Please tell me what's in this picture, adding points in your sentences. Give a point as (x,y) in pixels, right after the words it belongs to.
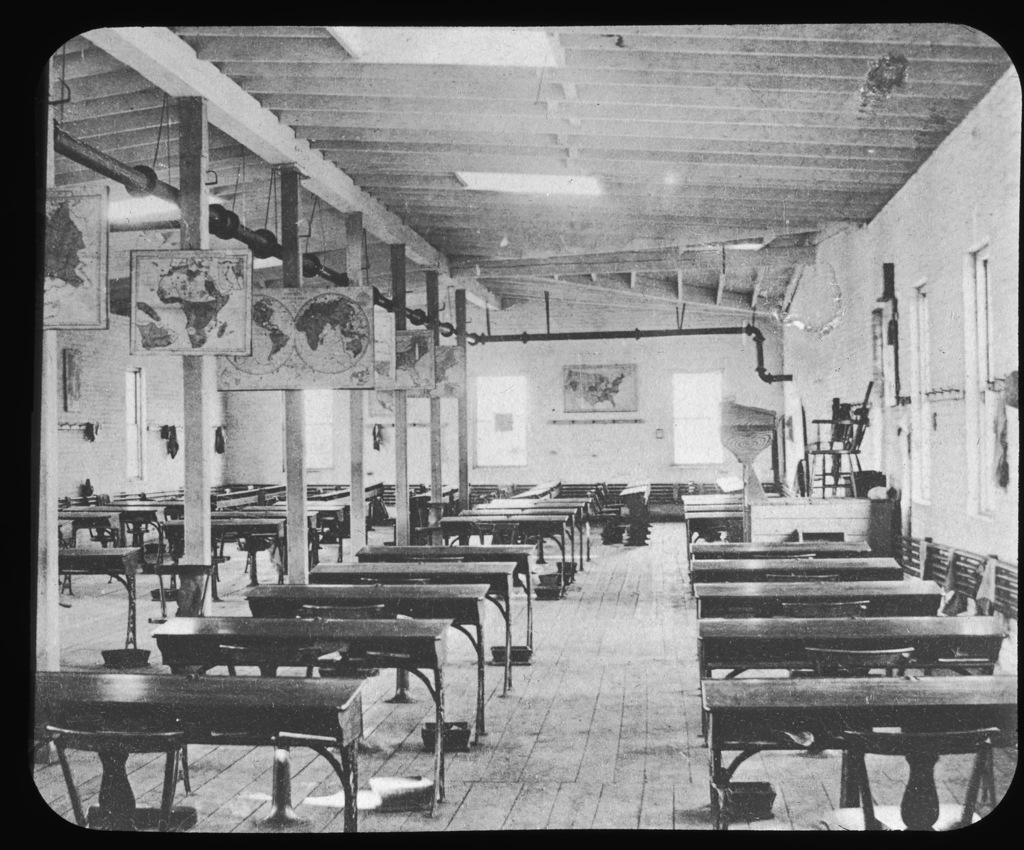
In this black and white image there are benches (446,537) and a few other objects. There are few wooden poles (56,467) and a few boards (225,308) are hanging. In the background (573,397) there is a poster (573,377) attached to the wall (587,419). At the top of the image (584,120) there is a ceiling (593,163).
